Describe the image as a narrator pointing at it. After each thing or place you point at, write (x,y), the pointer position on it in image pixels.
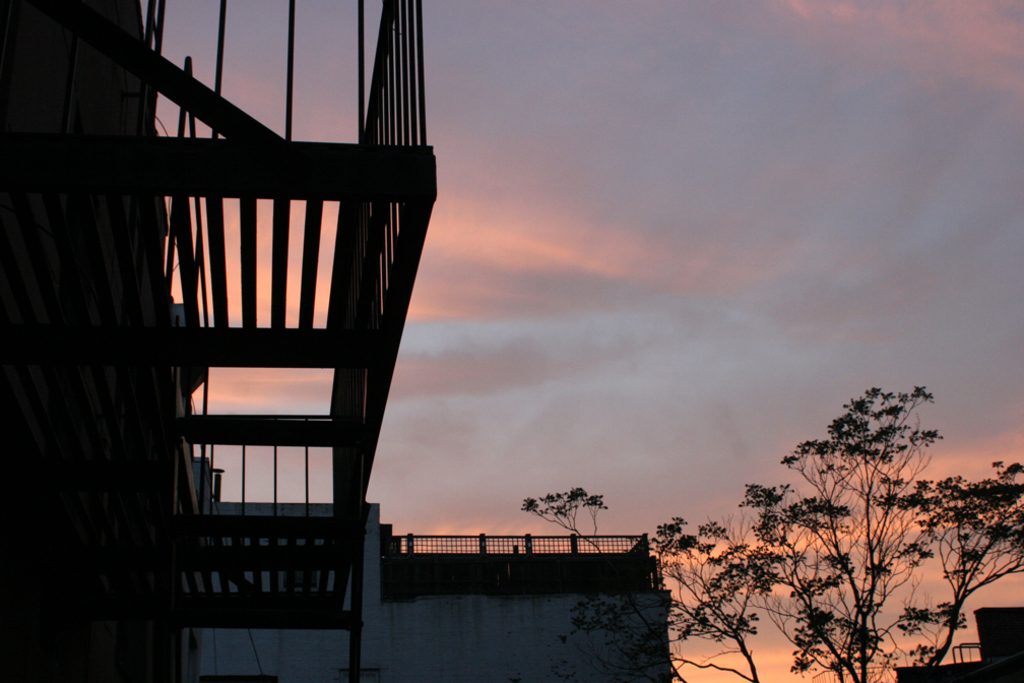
In this picture I can see there is a building (447,583) and there is a tree (826,624) on the right (829,507) and the sky (633,289) is cloudy.
